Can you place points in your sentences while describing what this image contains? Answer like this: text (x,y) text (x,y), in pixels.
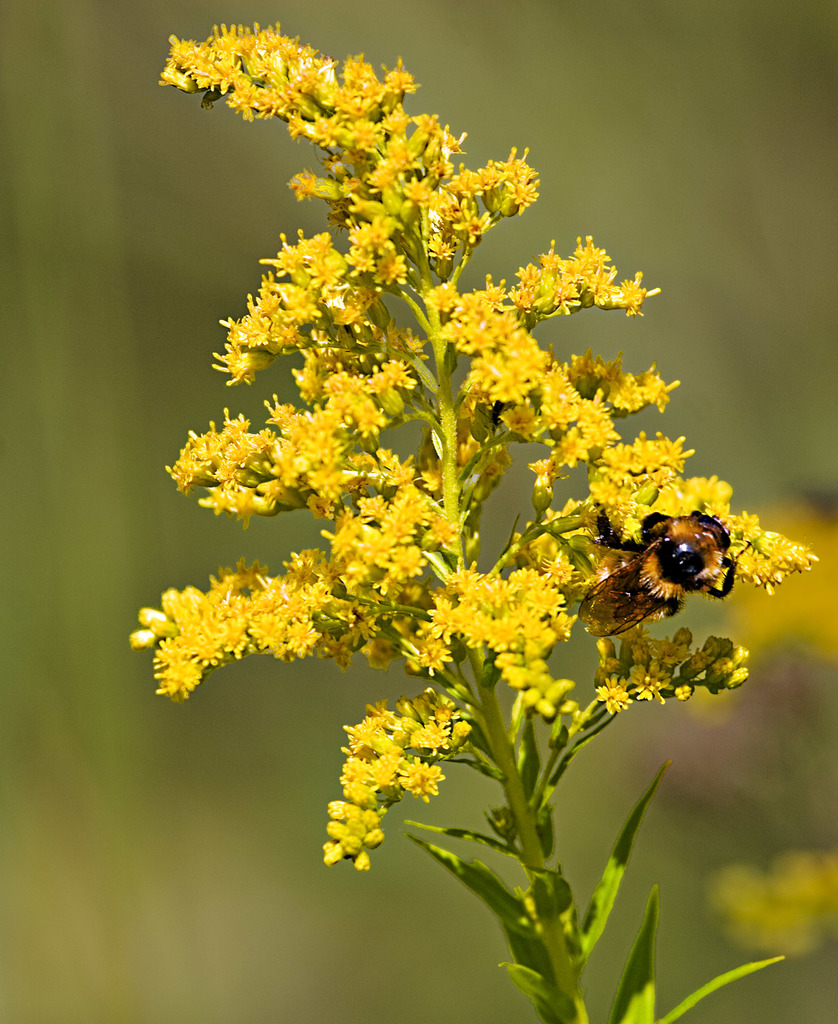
Here in this picture we can see a plant (531,542) and at the top of it we can see flowers (540,559), on which we can see a bee (689,559) present over there.
